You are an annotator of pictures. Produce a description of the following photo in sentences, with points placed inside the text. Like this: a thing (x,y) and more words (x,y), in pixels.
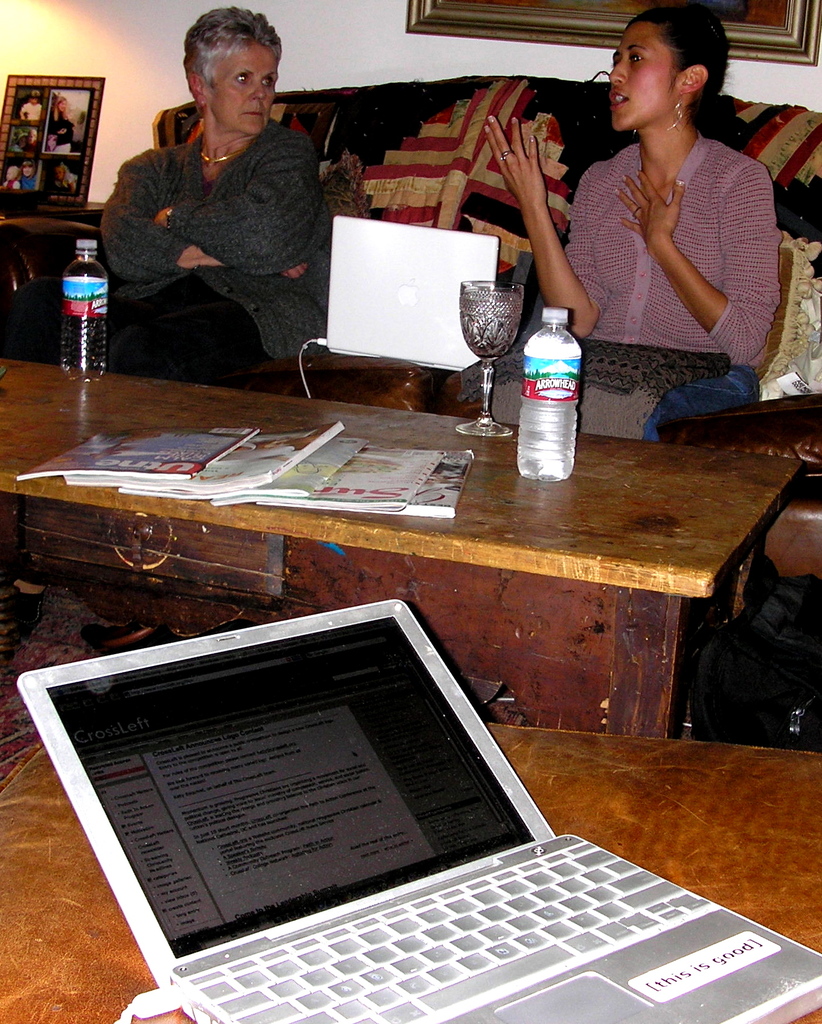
In this picture we can see two women (687,211) are seated on the chair (459,191), in front of them we can see bottle (535,378), glass (496,351), books (262,485), laptop (350,869) on the table (544,537). In the background (55,130) there is a photo frame (561,14).
